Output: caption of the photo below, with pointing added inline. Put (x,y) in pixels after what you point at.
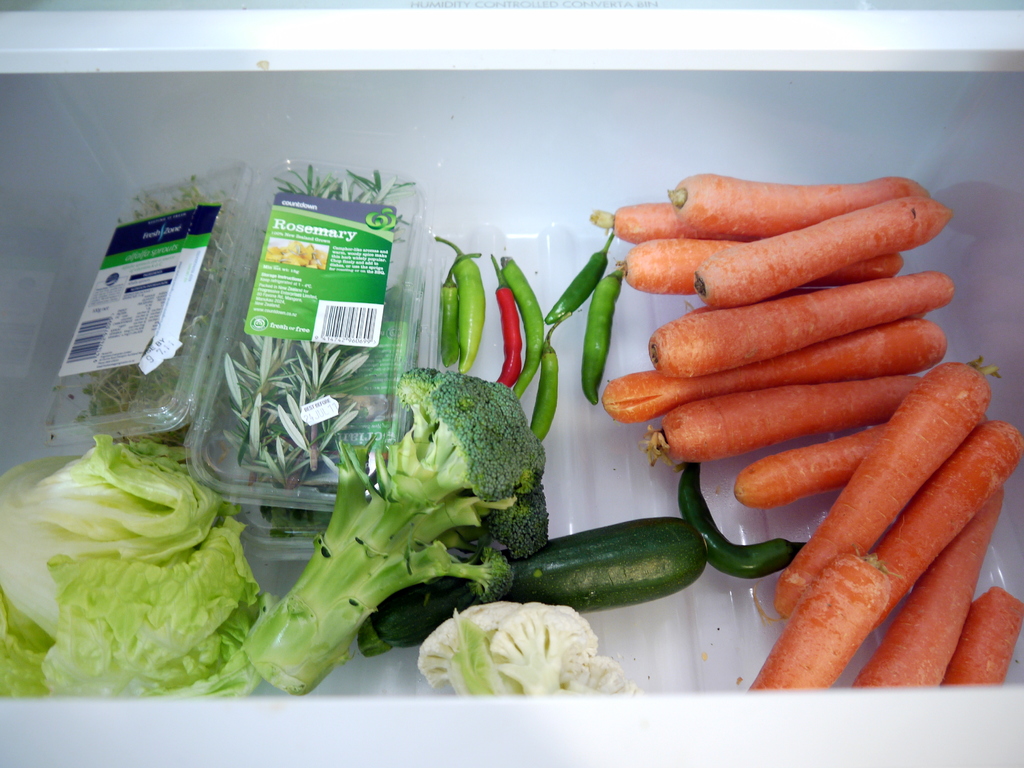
In the picture we can see a drawer (765,140) in it, we can see some carrots (967,633), green chilies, and one red chili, cabbage (199,650), cauliflower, and two plastic boxes (261,471) with some leafy vegetables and labels (173,288) on the boxes (427,293).
